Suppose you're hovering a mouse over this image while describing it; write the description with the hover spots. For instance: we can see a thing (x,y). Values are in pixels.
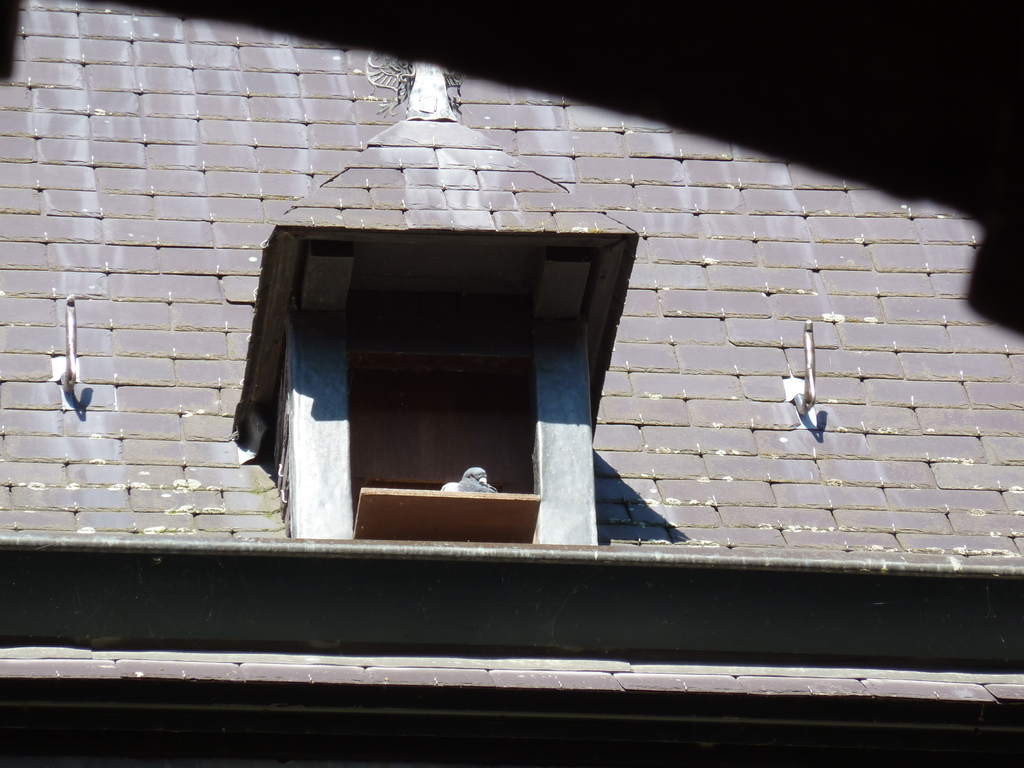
In this image there is a building (247,271) in the center (467,267) and there is a bird (474,489) sitting on the shelf (412,510) of this building (365,523).
